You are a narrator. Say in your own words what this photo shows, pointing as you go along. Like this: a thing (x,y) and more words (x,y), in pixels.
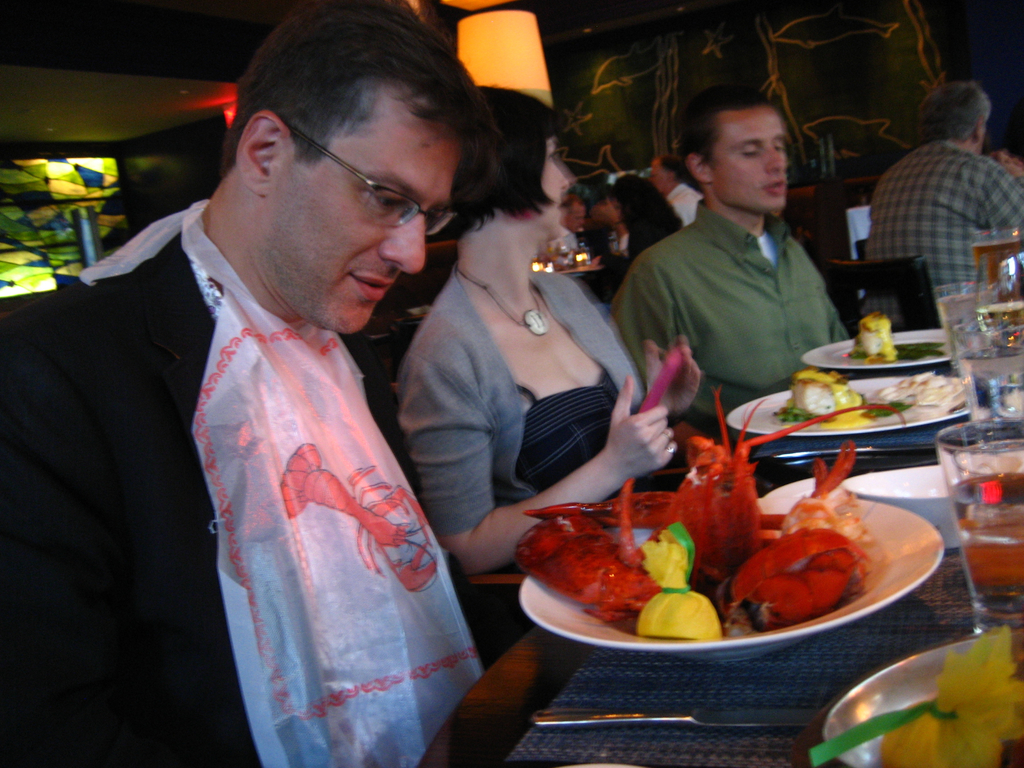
There are three persons (424,332) sitting around a table (611,706). Person (376,237) on the left (334,213) is wearing a specs (378,196) and is having a cloth (288,383) tied on the neck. On the cloth (336,538) there is a design (378,531) of lobster (378,532). And the lady (548,323) is holding a mobile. On the table (526,672) there are plates (861,419), glasses (965,317), knife (767,720). On the plate (774,411) there are food items (895,393). In the back (681,192) there are many people (643,203). Also there are lights (497,36) in the back (497,51).
